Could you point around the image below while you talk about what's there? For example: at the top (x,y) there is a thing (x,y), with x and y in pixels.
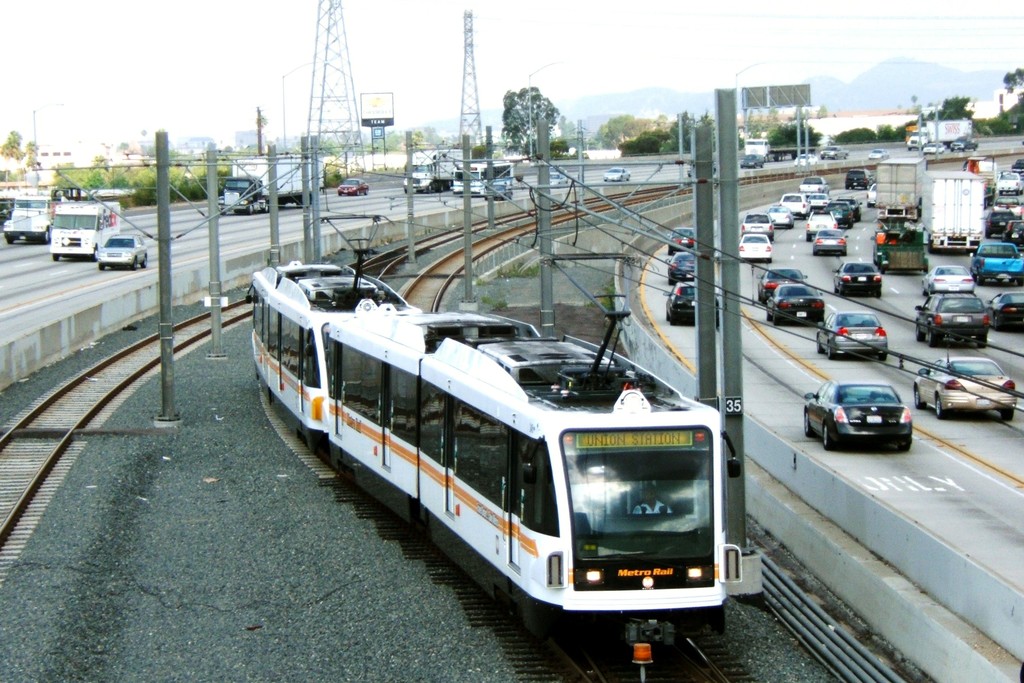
In the front of the image (407,347) I can see train (519,463) is on the track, vehicles (890,409) are on the road (51,258), poles (735,155) and things (647,210). In the background of the image (826,104) there are boards (387,101), towers (331,124), trees (997,119), hills (637,98) and sky (485,16).
